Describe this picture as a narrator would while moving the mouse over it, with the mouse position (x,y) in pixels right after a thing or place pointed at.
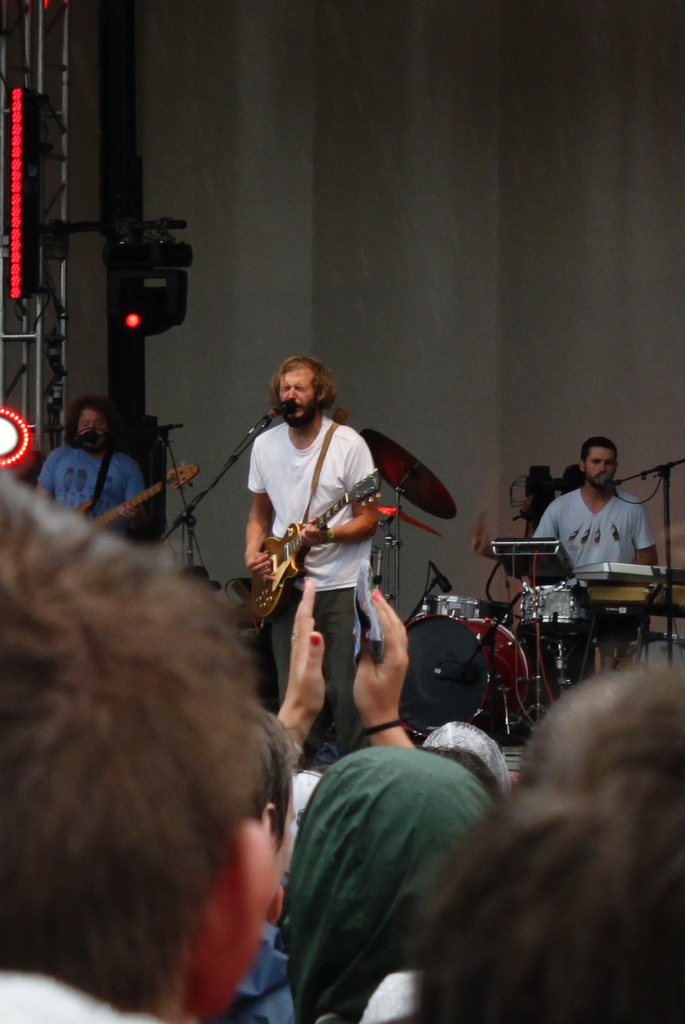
In this picture we can see three people (331,575) on the stage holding some musical instruments (612,574) and playing them and also some people (177,728) on the floor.
